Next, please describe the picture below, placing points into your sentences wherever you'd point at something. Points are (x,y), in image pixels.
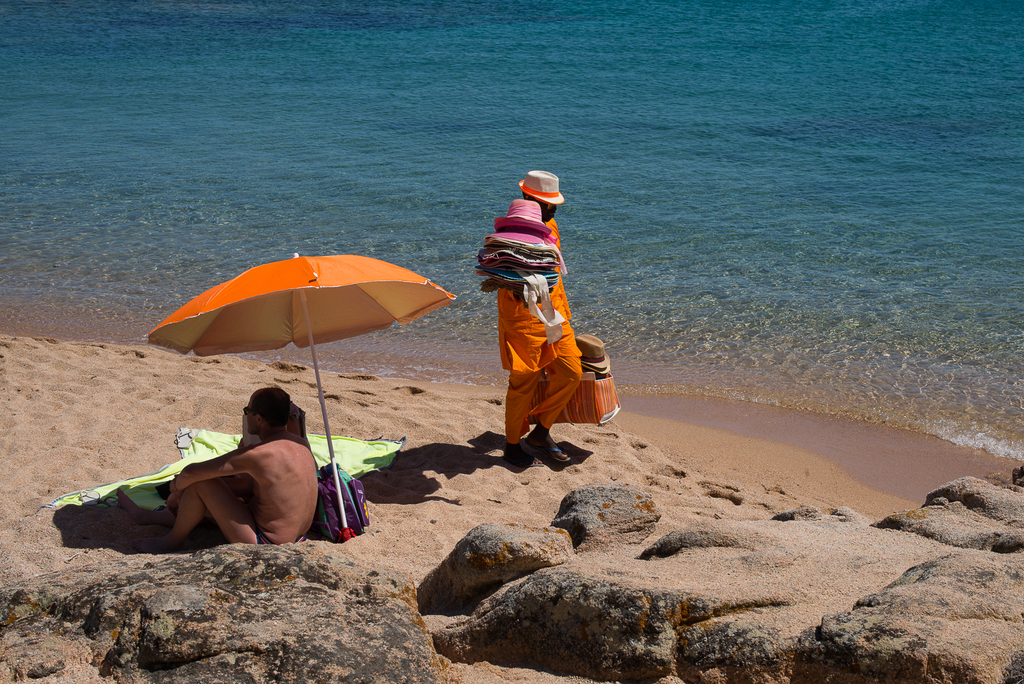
In this image we can see a person (269,460) sitting and there is an umbrella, bag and some other objects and we can see some rocks (576,515). There is a person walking and holding some hats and a bag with some objects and we can see the sea shore (706,520).
